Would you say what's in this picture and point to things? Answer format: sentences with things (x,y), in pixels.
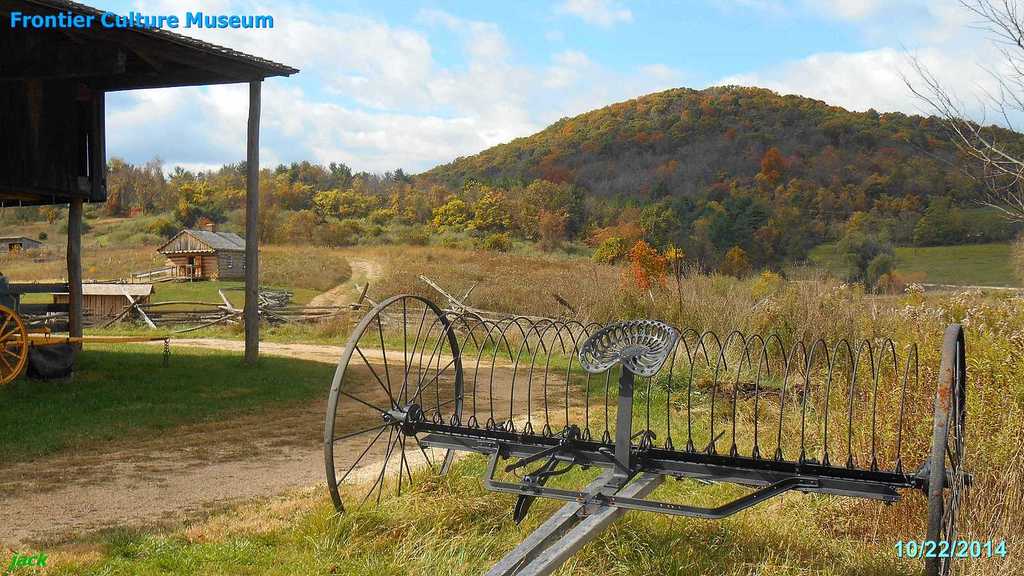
In this picture there are houses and there are trees (485,204) and there is a mountain (982,212). In the foreground (607,419) there is a shed (216,61) and there are vehicles (626,440). At the top (225,102) there is sky (449,66) and there are clouds (409,62). At the bottom (574,474) there is grass (785,400). At the top left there is text (264,28). At the bottom right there are numbers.
